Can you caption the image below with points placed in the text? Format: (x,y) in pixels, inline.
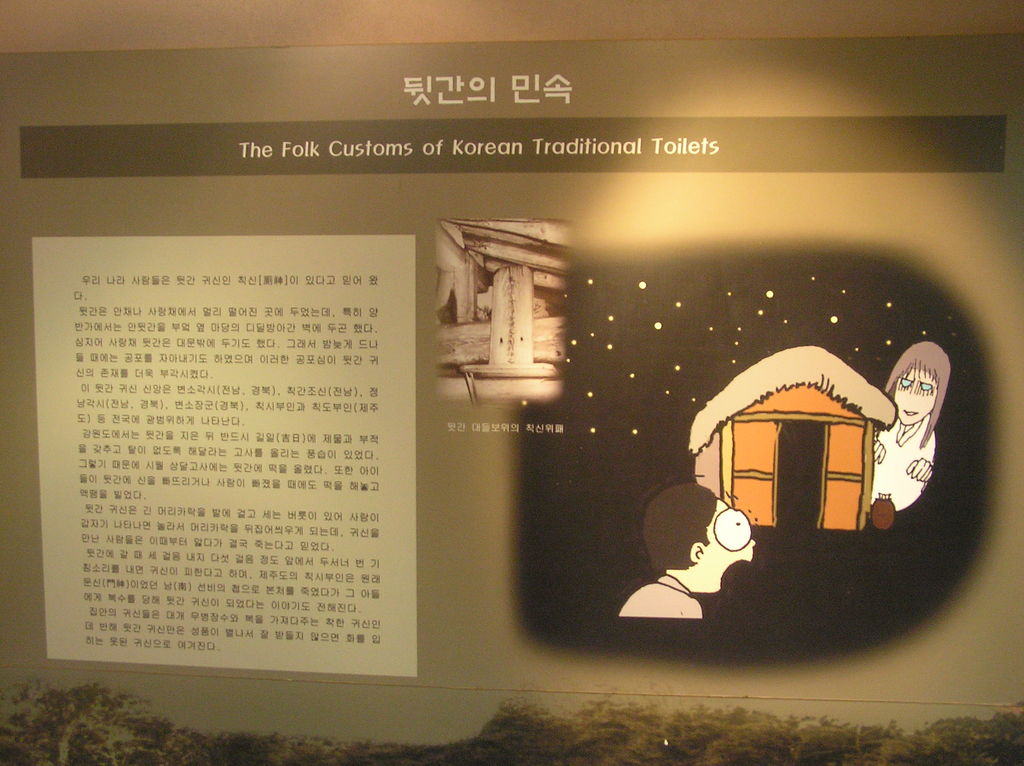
In this picture, it seems like a poster (313,337) where we can see depiction (709,481) and text (216,452).
